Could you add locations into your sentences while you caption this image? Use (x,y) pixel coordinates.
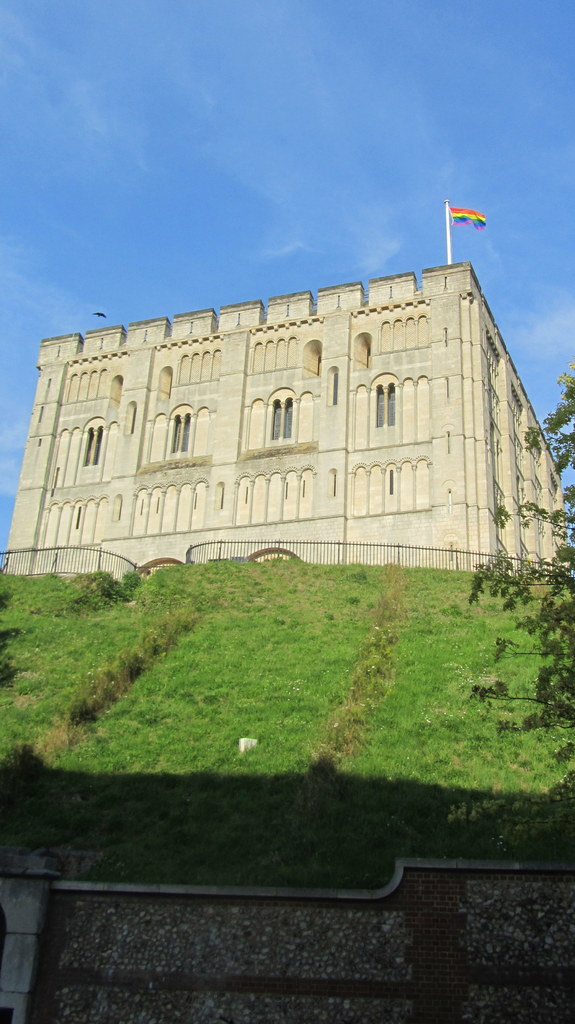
In this image I can see a building (241,548) with a flag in the center of the image (283,434). I can see grass (312,690). I can see grills (220,545) around the building (548,543). I can see a wall (470,973) at the bottom of the image (565,980). I can see a tree (562,701) on the right hand side (557,691). At the top of the image (185,58) I can see the sky (215,125).
